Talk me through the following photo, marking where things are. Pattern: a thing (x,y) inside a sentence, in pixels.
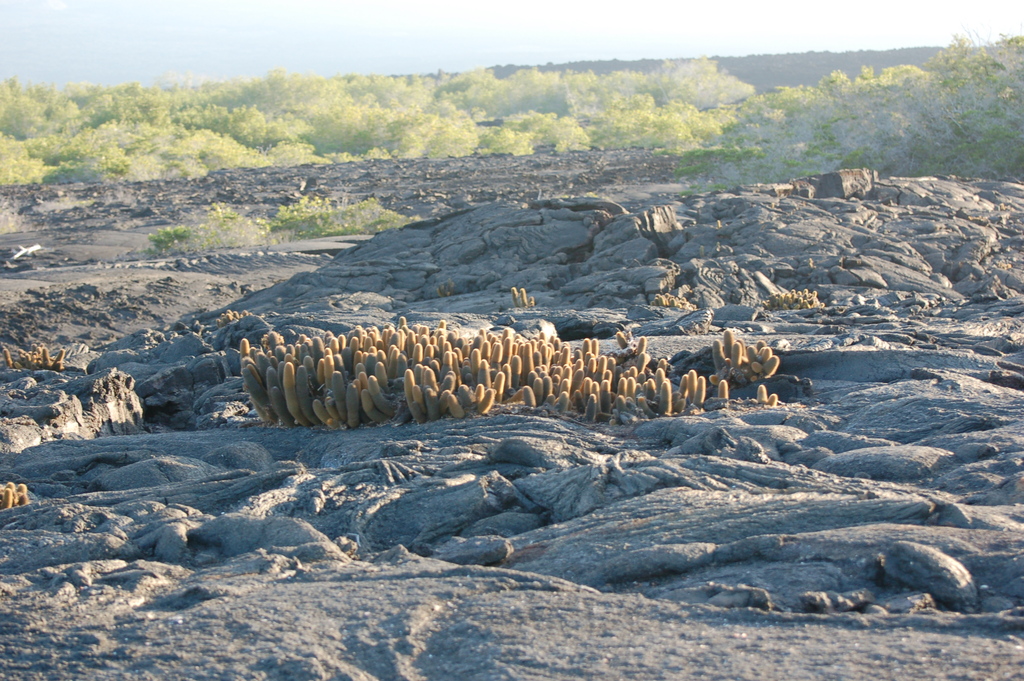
In this image we can see so many trees (317,137), plants (859,144) and bushes (28,136). There is some cactus (324,371) on rock desert (565,300) and at the top (617,25) there is the sky (634,39).
